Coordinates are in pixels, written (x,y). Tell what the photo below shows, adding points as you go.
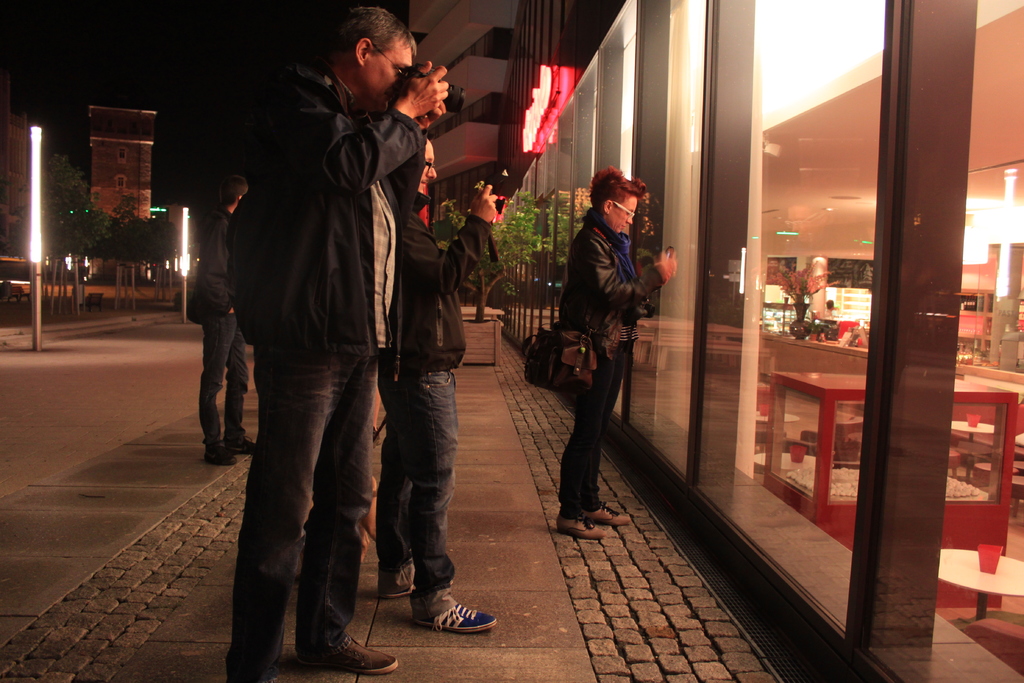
In the image I can see people (362,218) holding the cameras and to the side there is a glass (734,226) from which I can see some tables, plants (530,232) and behind them there are some buildings (106,184), trees (106,233) and poles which has lights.
